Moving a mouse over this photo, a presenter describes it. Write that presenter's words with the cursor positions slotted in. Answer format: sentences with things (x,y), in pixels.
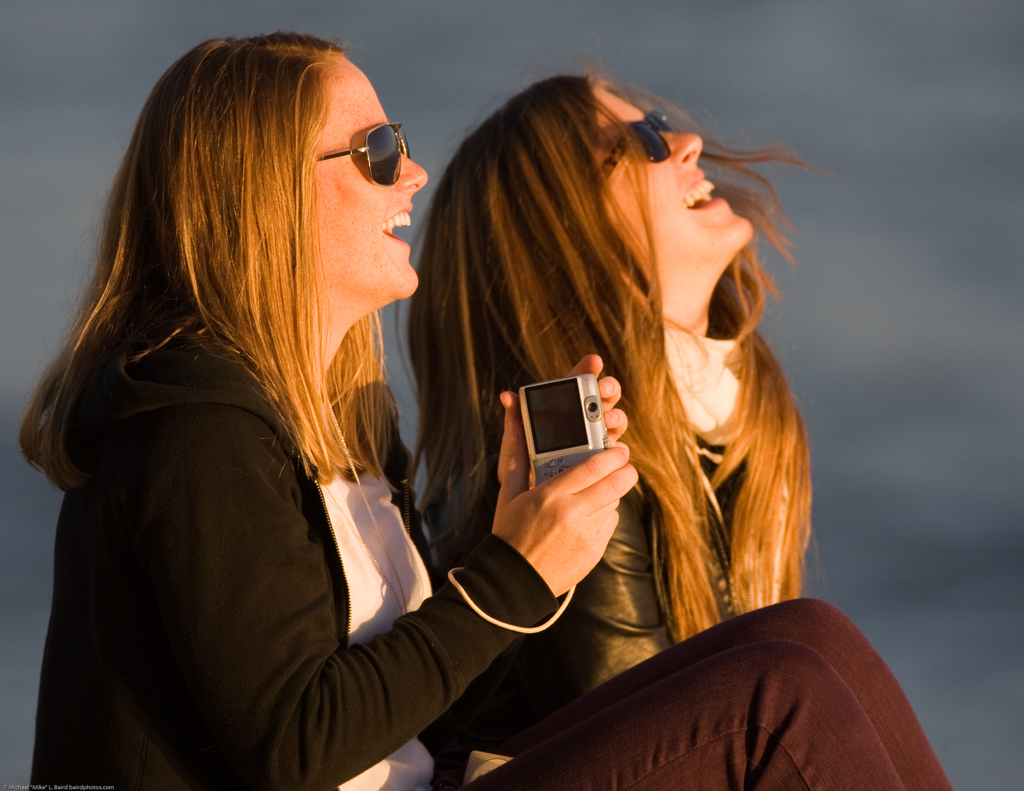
In the middle of the image (655,511) two women (722,321) are sitting and smiling and she is holding a electronic device (582,441).
